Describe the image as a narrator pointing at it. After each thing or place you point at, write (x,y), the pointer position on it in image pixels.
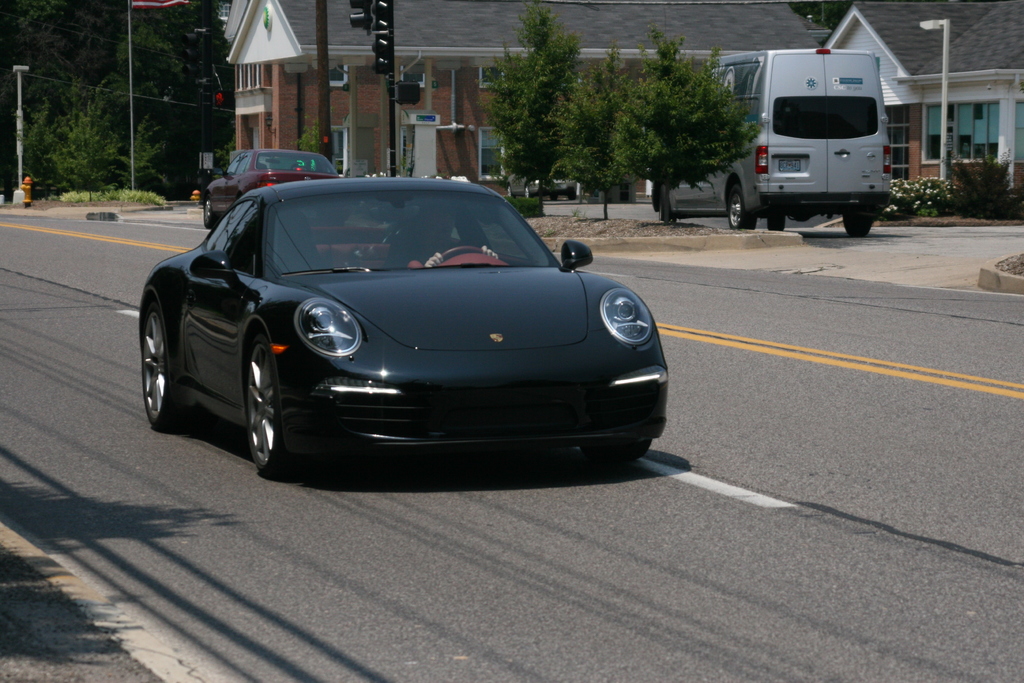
In this image I can see the road (461,483). On the road (408,562) I can see many vehicles (292,274). To the side of the road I can see the poles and many trees (634,134). In the background (618,22) I can see house (711,52). In-front of the house (881,45) I can see the white color flowers (925,201) to the plants (892,198). I can also see the vehicle (850,157) in-front of the house (908,174).
